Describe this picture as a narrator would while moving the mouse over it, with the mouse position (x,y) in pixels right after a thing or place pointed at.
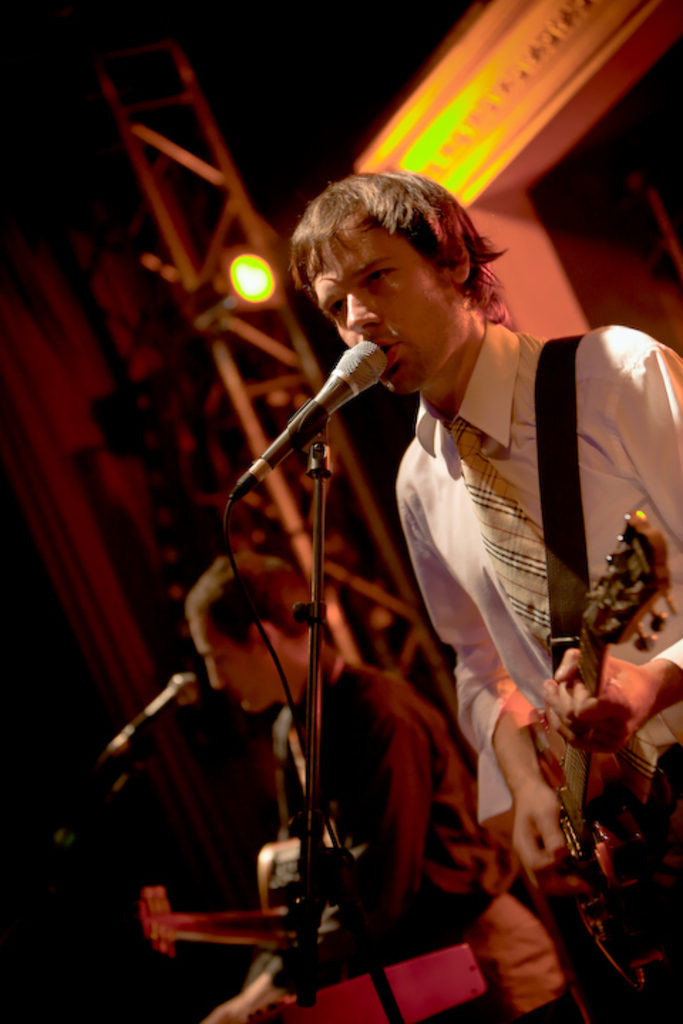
In the image we can see there are two people (620,427) wearing clothes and they are holding musical instruments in their hands (520,808). Here we can see microphones (337,378) and cable wires (294,711). Here we can see the light (250,267) and the background (46,386) is slightly blurred.
